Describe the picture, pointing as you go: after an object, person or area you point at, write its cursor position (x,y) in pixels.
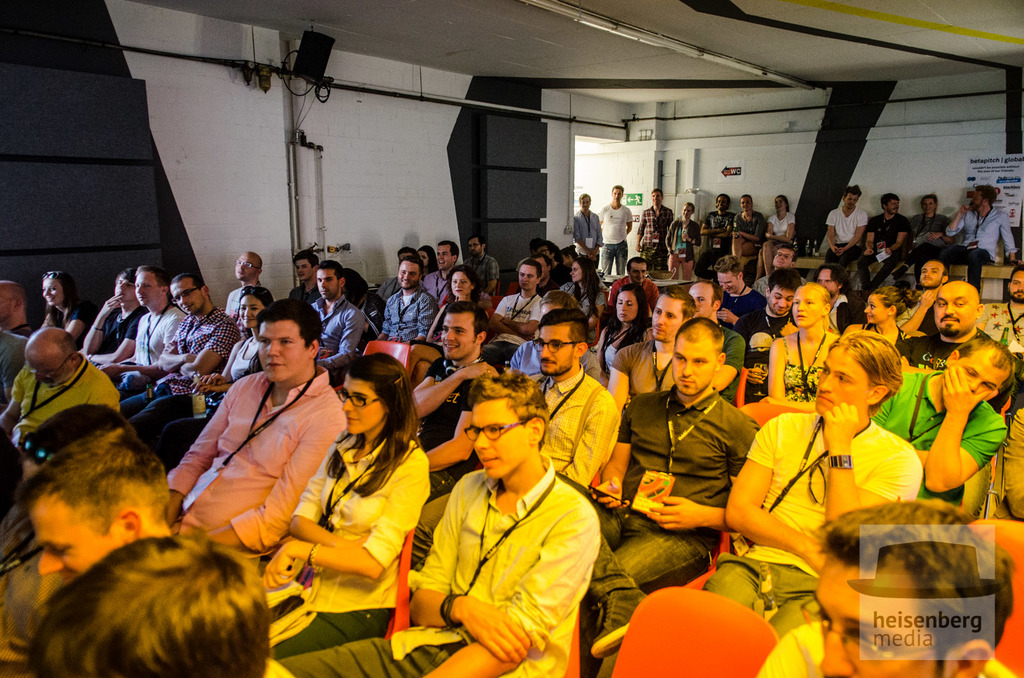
Here in this picture in the front (392,397) we can see number of people (341,376) sitting on chairs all over there and we can see all of them are wearing ID cards (256,433) on them and we can see people (534,457) are wearing spectacles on them and behind them we can see some people (622,209) standing over there and we can see speaker (322,65) on the wall (297,104) present over there.
